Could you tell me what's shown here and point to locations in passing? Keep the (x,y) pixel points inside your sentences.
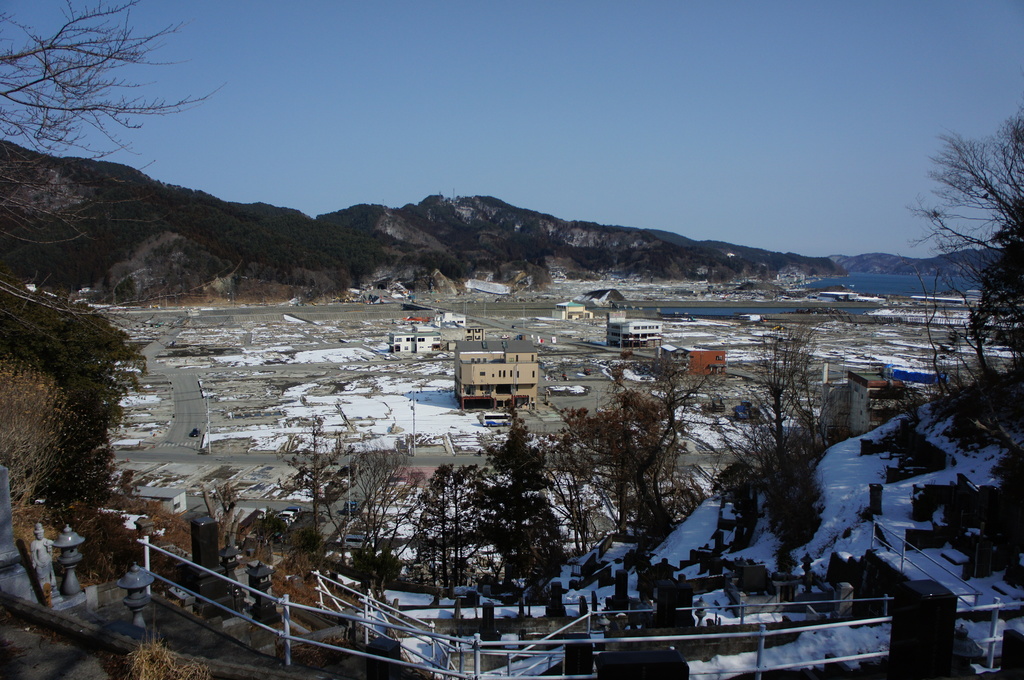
In this image there are many trees (63,365), buildings (638,330). In the foreground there are fences (759,650). In the background (599,240) there are trees (379,242), hills (363,251). On the ground (607,514) there is snow (886,479). The sky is clear.
